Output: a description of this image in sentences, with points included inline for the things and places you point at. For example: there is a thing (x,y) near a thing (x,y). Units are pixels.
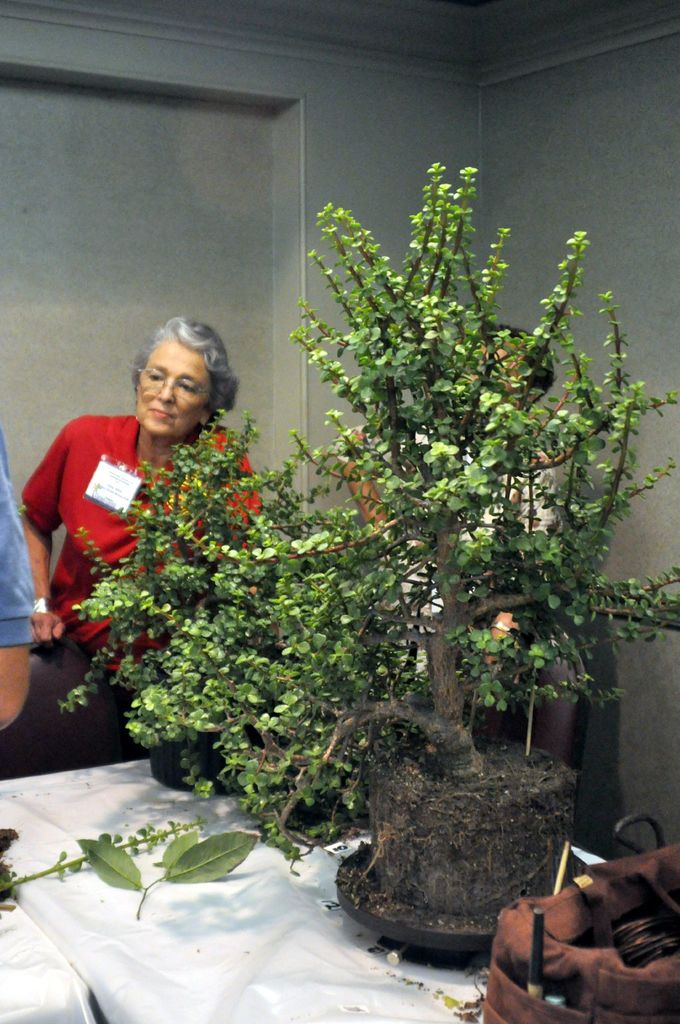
In this image I can see houseplants (361,690), some objects (413,924) on the table (156,897) and three persons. In the background (334,319) I can see a wall (325,315). This image is taken may be in a hall (378,724).
